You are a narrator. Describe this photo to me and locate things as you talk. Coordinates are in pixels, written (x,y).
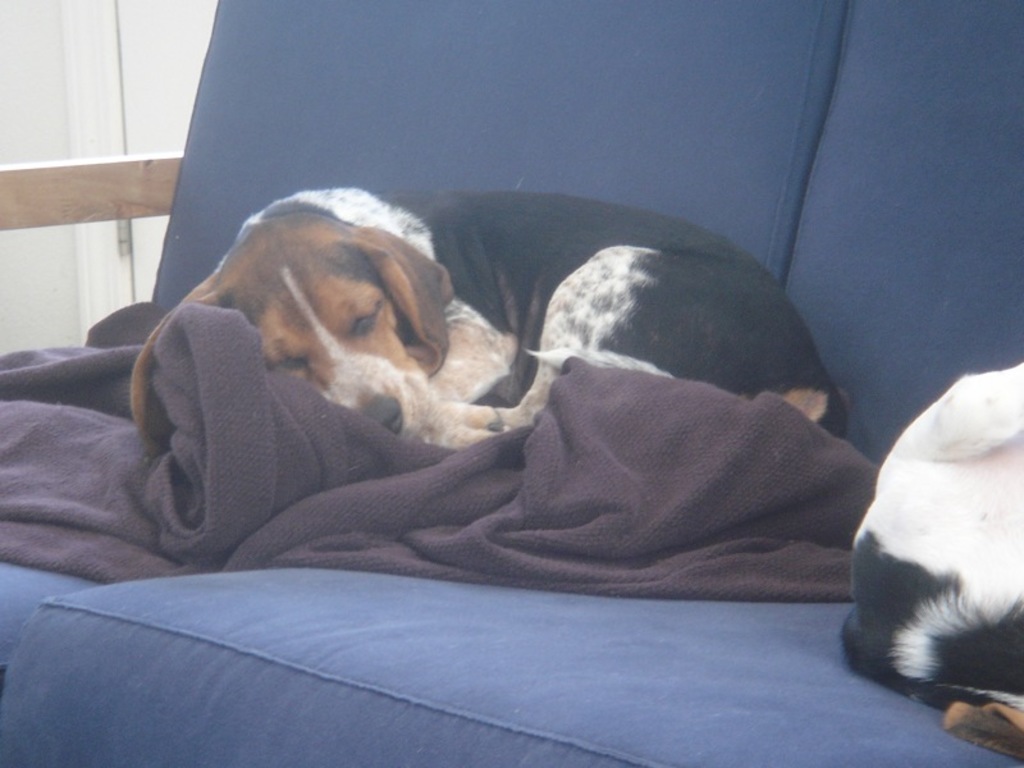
In this image we can see a sofa (361,131) with a blanket (365,453). On that there is a dog (408,252). On the right side (957,497) there is another animal (909,602) on the sofa (633,682).
